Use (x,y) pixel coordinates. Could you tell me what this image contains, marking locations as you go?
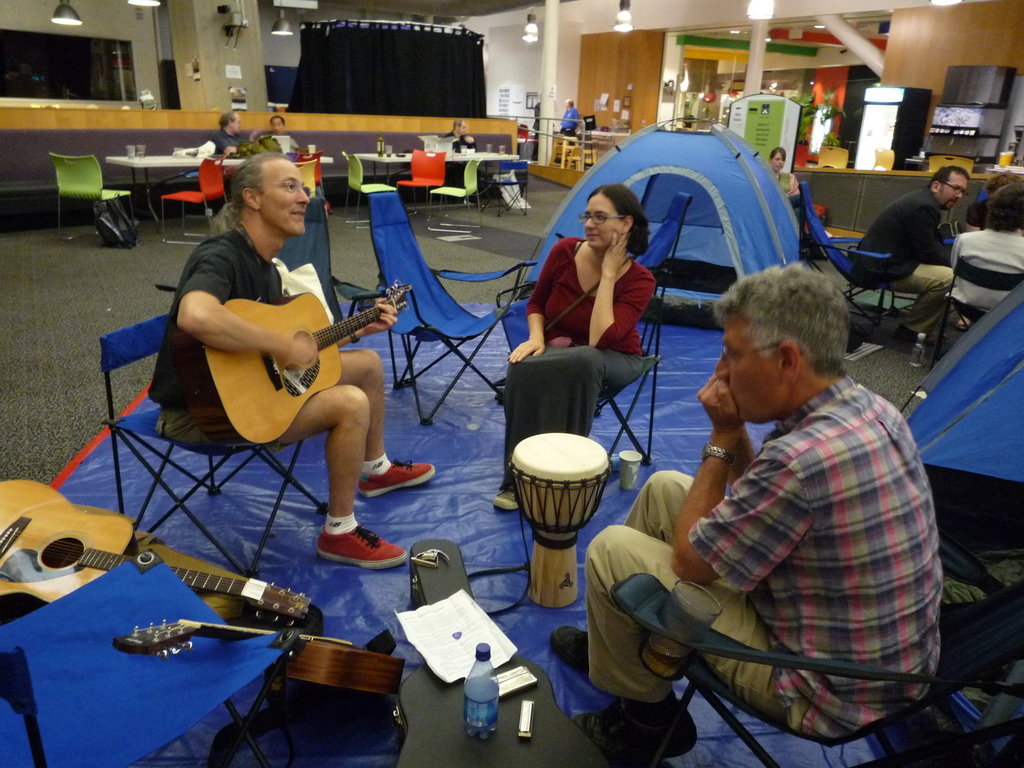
inside the room (489,211) there are so many chairs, tables (170,160), TV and drink machine (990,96) and so many things (914,152) are present in the room (227,677) and many people (650,555) are sitting on the chair (612,412) and some people (584,385) they talking each other and some person (355,400) is playing the guitar (309,391) and also so many instruments (52,578) are there like guitar (69,566), drum (534,479) they both are watching the person (290,363) who is playing the guitar (293,319) another person (932,202) they are doing something.
